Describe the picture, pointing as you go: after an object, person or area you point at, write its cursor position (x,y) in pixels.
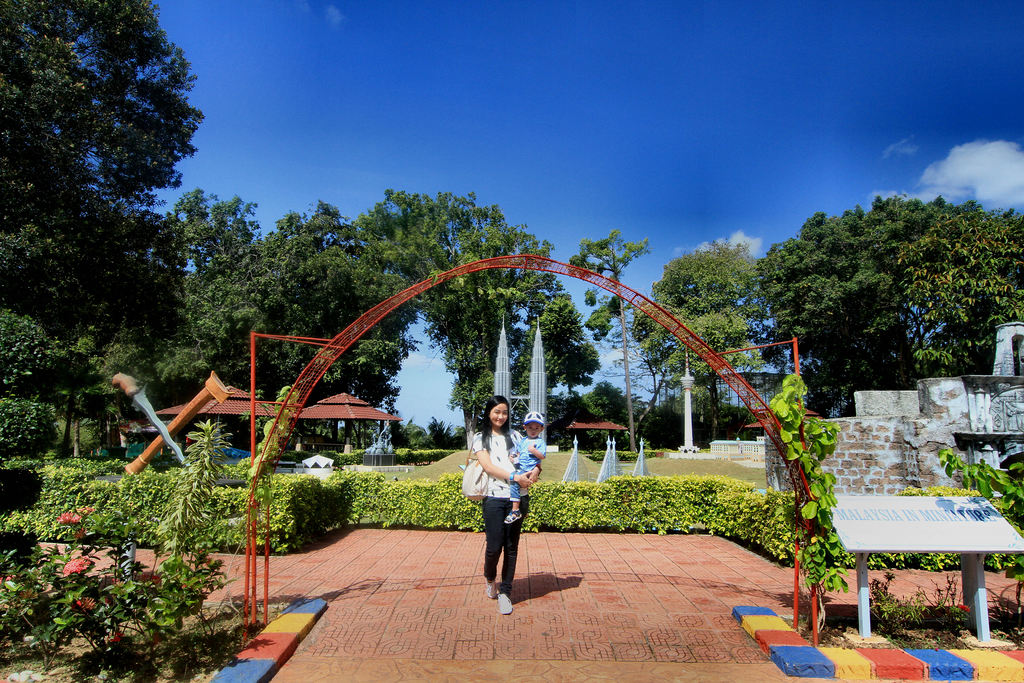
There is a woman (500,457) walking and holding a baby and carrying a bag (471,460). We can see arch (507,263), plants (396,508), flowers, board (904,547) and wall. In the background (577,418) we can see towers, orange color object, sheds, pole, trees (664,439) and sky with clouds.
